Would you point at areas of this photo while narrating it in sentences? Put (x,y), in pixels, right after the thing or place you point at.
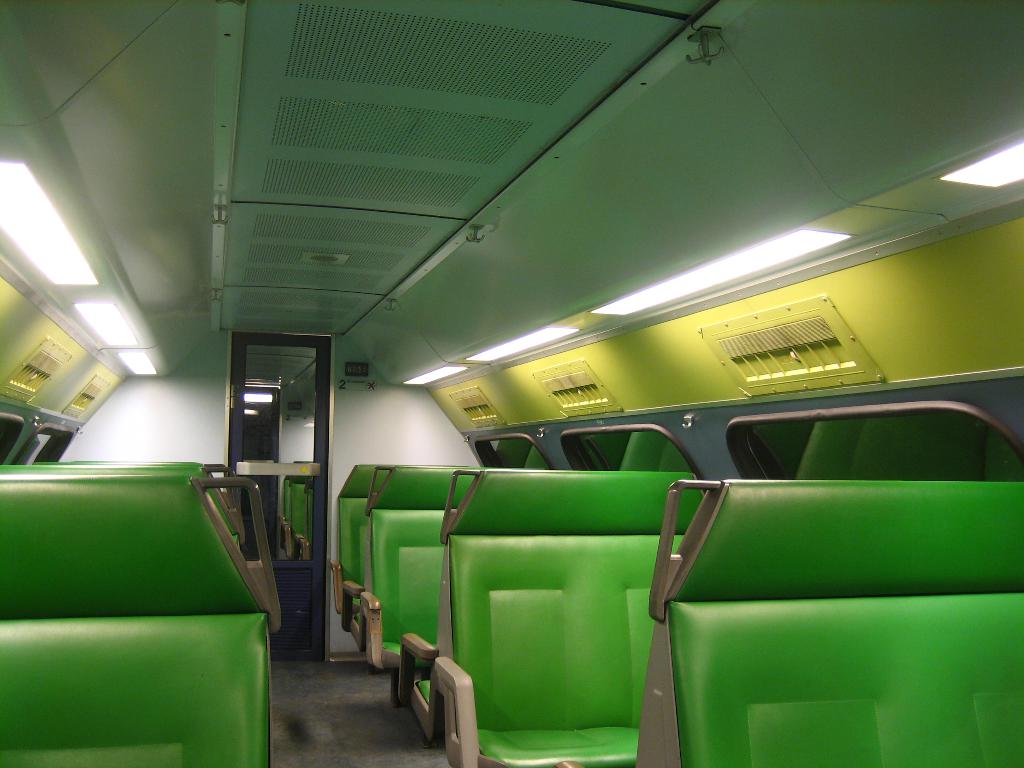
In this image I can see there are green color seats (350,627) and at the top (63,234) there are lights (68,246) to the ceiling (382,246). It is an inside part of a vehicle (377,641).
